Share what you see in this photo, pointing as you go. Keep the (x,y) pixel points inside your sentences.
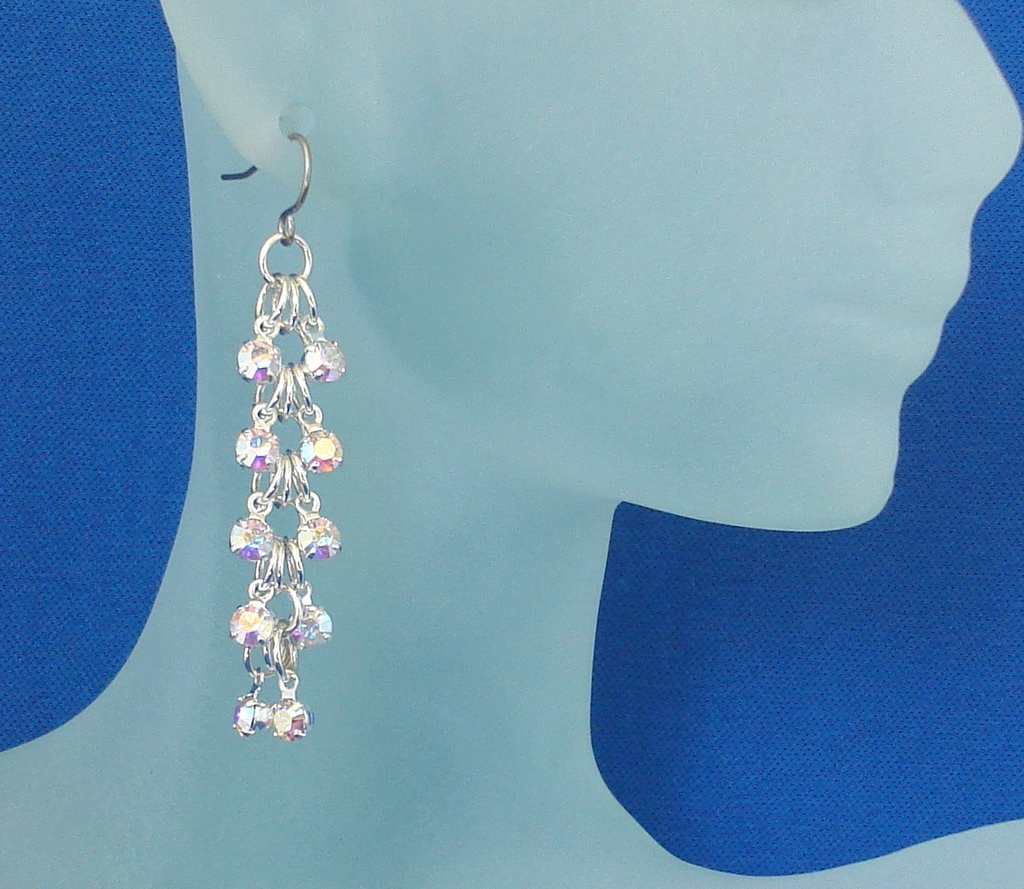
This image consists of a mannequin (79,831). To which we can see an earring (316,496). In the background (762,731), we can see a blue color cloth (95,516).
